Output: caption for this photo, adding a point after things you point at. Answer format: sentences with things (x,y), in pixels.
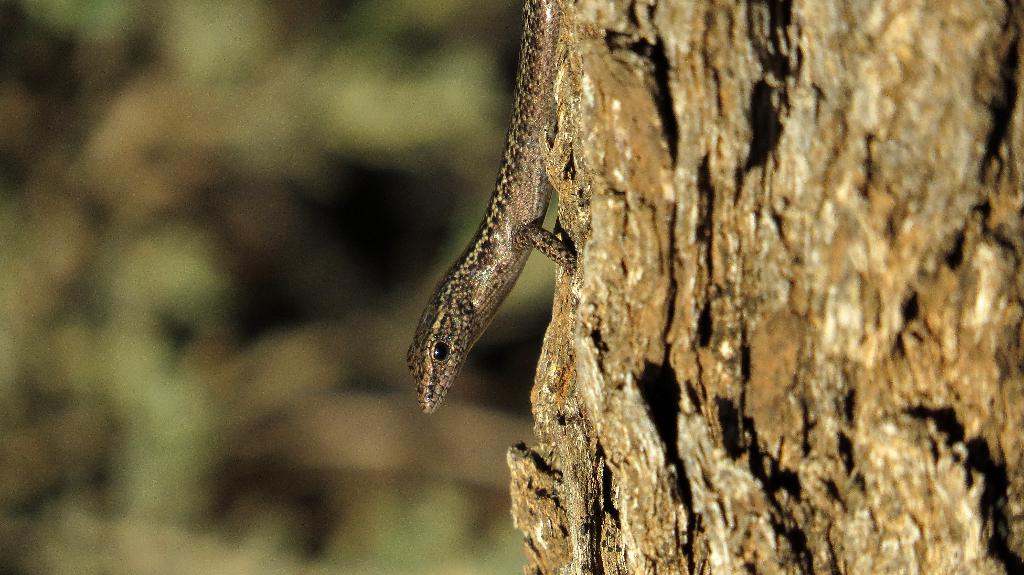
In this picture we can see a lizard (448,359) on a tree trunk (924,280) and in the background (257,249) it is blurry.
